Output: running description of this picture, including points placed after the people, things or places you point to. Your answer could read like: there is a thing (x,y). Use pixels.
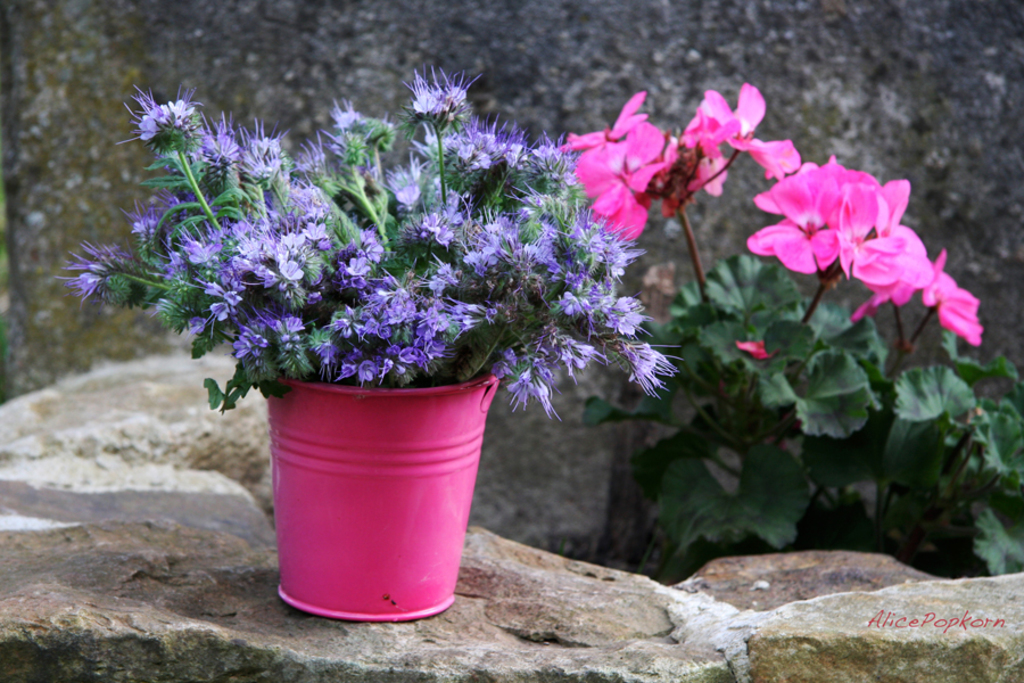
Here we can see plant (430,262) with flowers (380,250) in a bucket (391,532) on the stone (686,617) and on the right (810,242) there is a plant (781,260) with flowers (794,149). In the background (70,187) we can see the wall (304,46).
